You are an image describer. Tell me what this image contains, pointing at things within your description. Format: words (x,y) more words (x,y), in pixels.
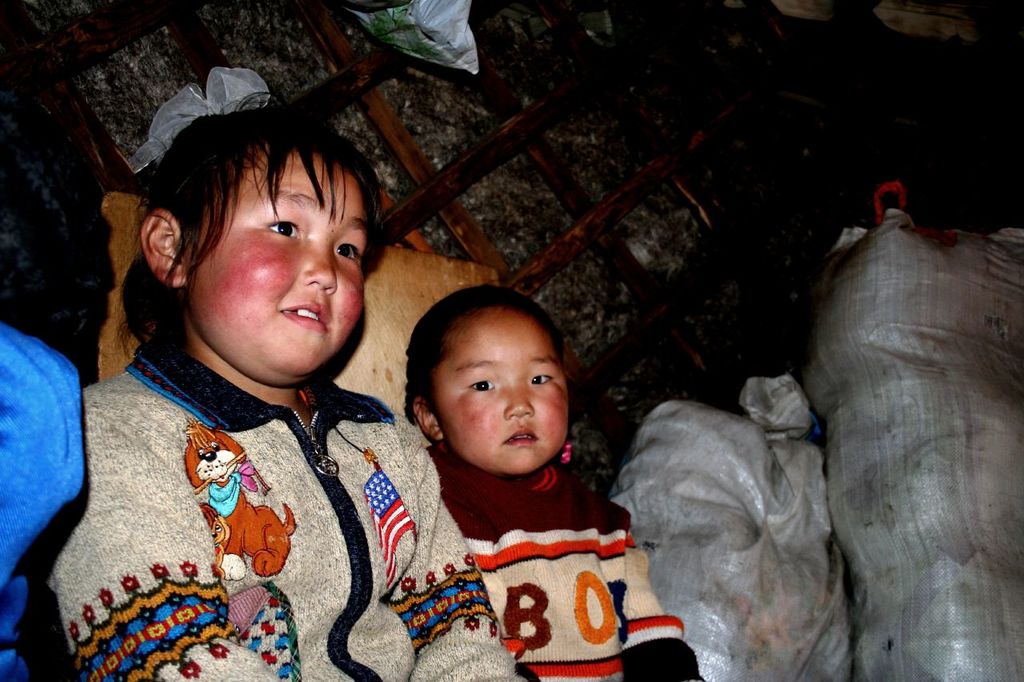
In the foreground of this image (94,495), there are girls (357,520) sitting under a hut (558,196). We can also see few gunny bags (825,525) and a wooden plank (476,285) like an object (414,282) behind them.
